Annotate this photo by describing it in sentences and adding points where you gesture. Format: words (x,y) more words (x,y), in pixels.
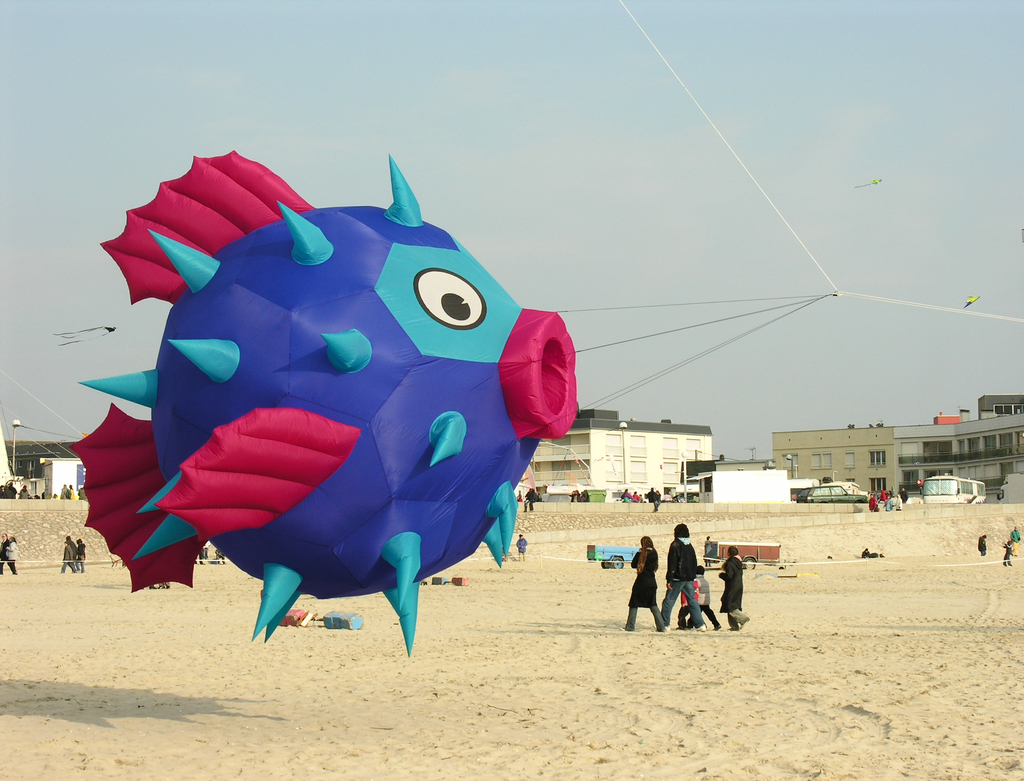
This is the picture of a place where we have a fish shaped air balloon (420,385) and around there are some people (530,495), cars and some buildings (992,401).
